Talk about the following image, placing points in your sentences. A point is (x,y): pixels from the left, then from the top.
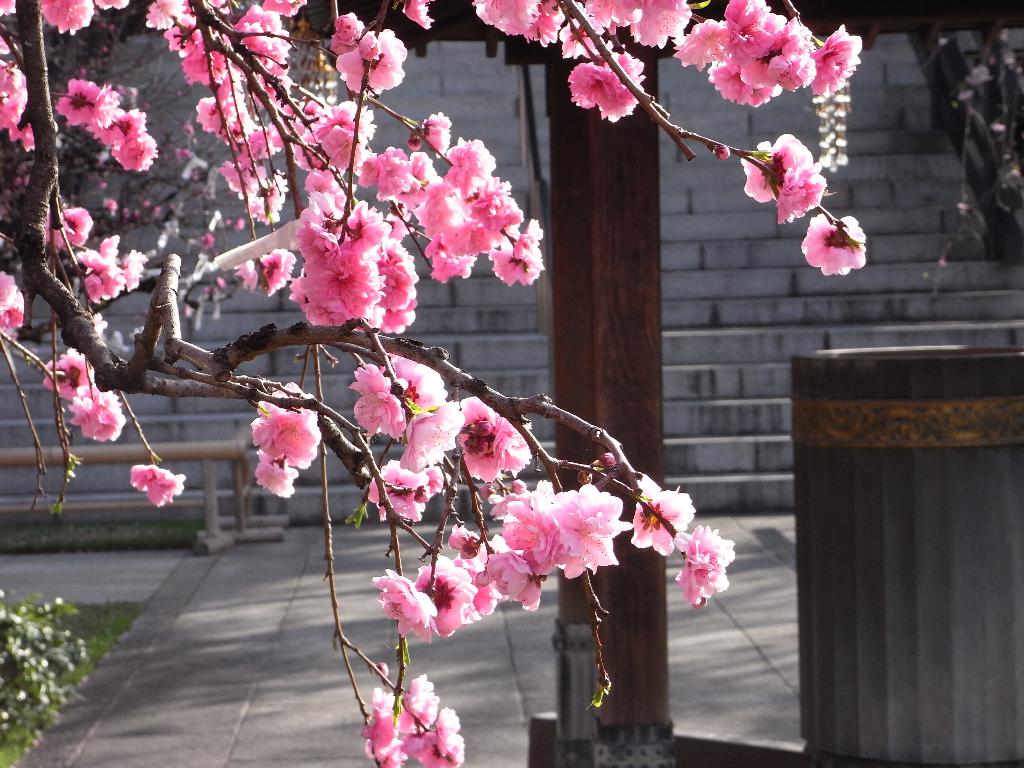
This is a tree (90,328) with the branches (68,289) and flowers (501,208). These flowers (383,291) are pink in color. On the right side of the image (819,673), I think this is a dustbin (924,650). This looks like a wooden pole (626,386). These are the stairs (735,274). On the left side of the image (37,666), I can see the bushes (33,646).
